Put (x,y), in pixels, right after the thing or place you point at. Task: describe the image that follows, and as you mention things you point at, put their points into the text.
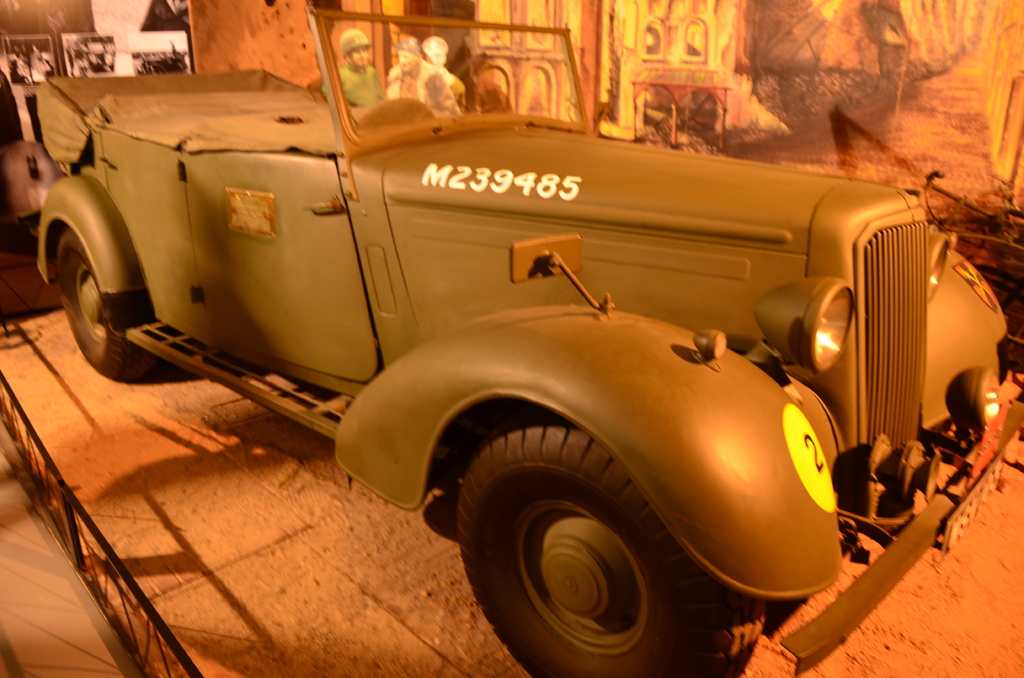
In the center of the image (634,356) we can see a vehicle (652,459) and there are people (346,60). In the background (221,19) there are boards (85,43).
